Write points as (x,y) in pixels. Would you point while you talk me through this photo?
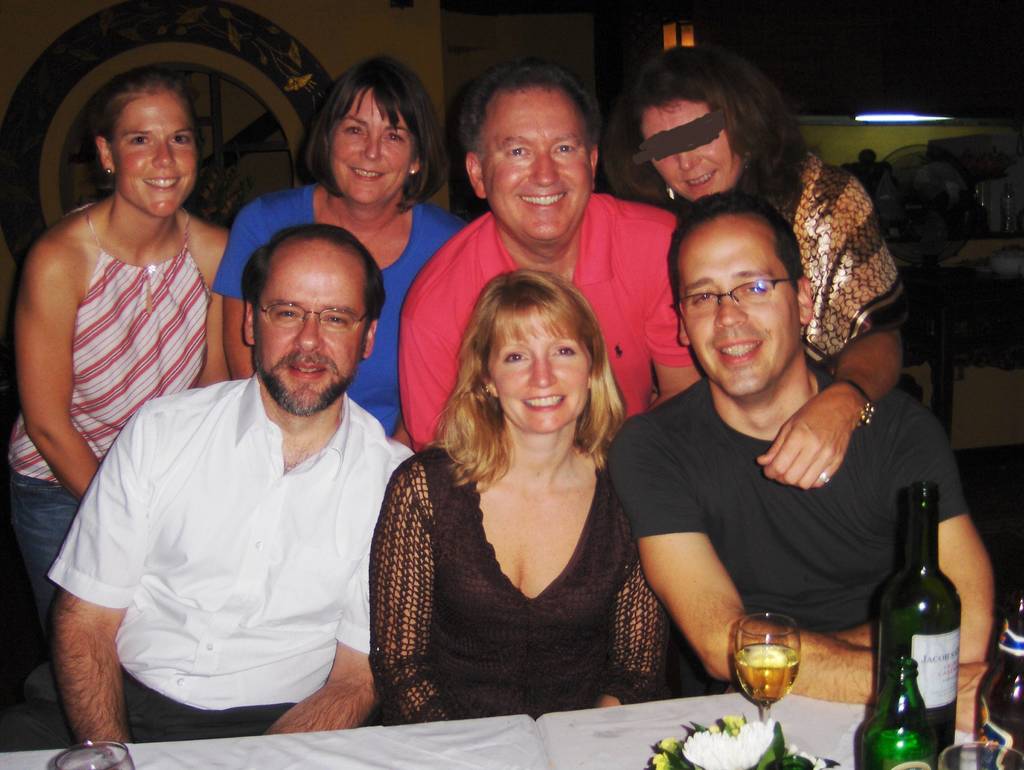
In this picture I can see there are few people (652,278) standing and some of them are sitting. They have a table (331,746) in front of them and there is a beer bottle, wine glasses (758,661) placed on the table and in the backdrop (450,18) I can see there is a wall (392,39).
